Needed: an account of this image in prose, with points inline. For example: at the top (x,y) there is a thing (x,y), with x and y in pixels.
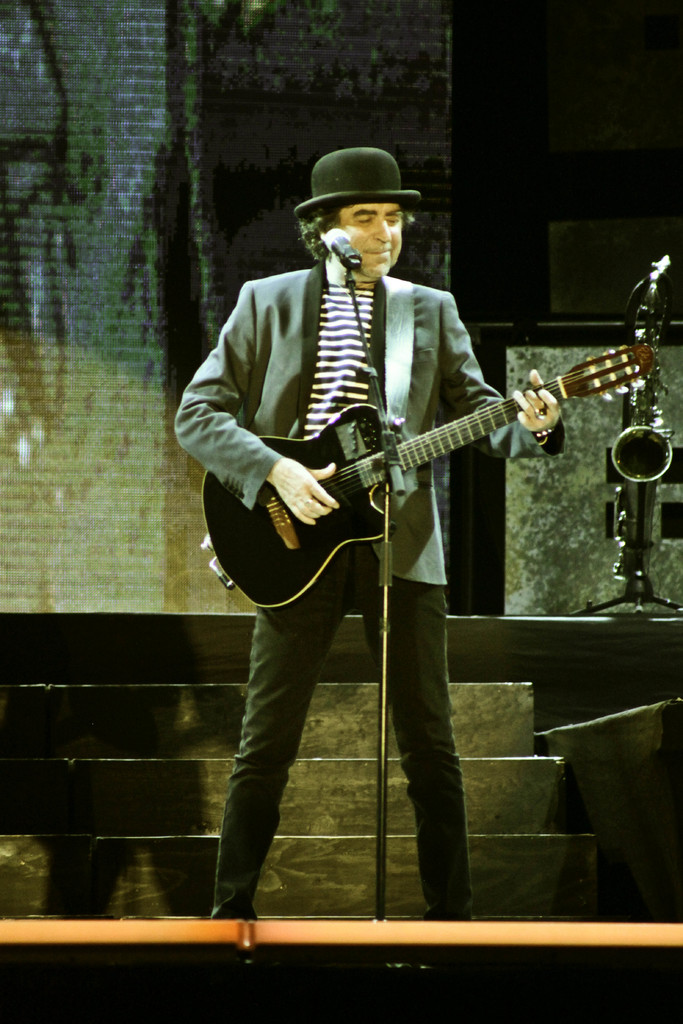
In this image a man (212,459) is standing on a stage (483,906). He is playing guitar (358,480). He is wearing a coat (292,292) and a black hat (316,208). In front of him there is a mic (342,250). Beside him there is a saxophone (625,471) on a stand (637,489). In the background (607,509) there is a wall (183,101).
